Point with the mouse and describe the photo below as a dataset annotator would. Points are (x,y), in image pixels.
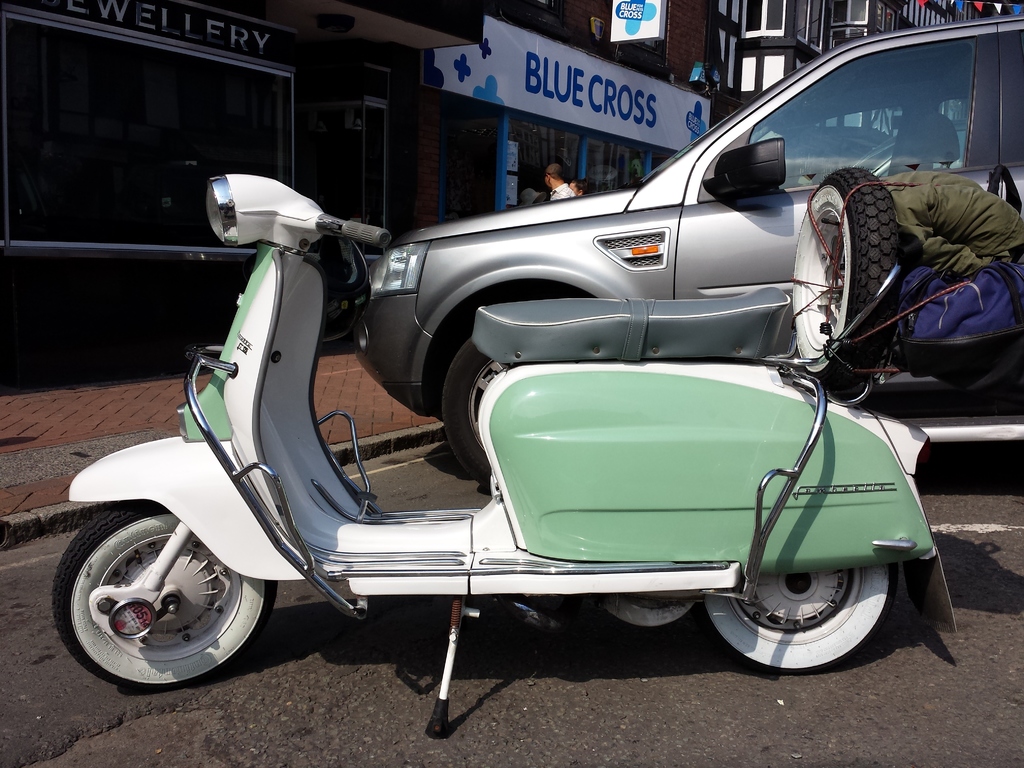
There is a bike (607,435) and a car (954,440) on the road (993,635). In the background (92,152) we can see buildings (129,287), boards (642,105), and two persons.
